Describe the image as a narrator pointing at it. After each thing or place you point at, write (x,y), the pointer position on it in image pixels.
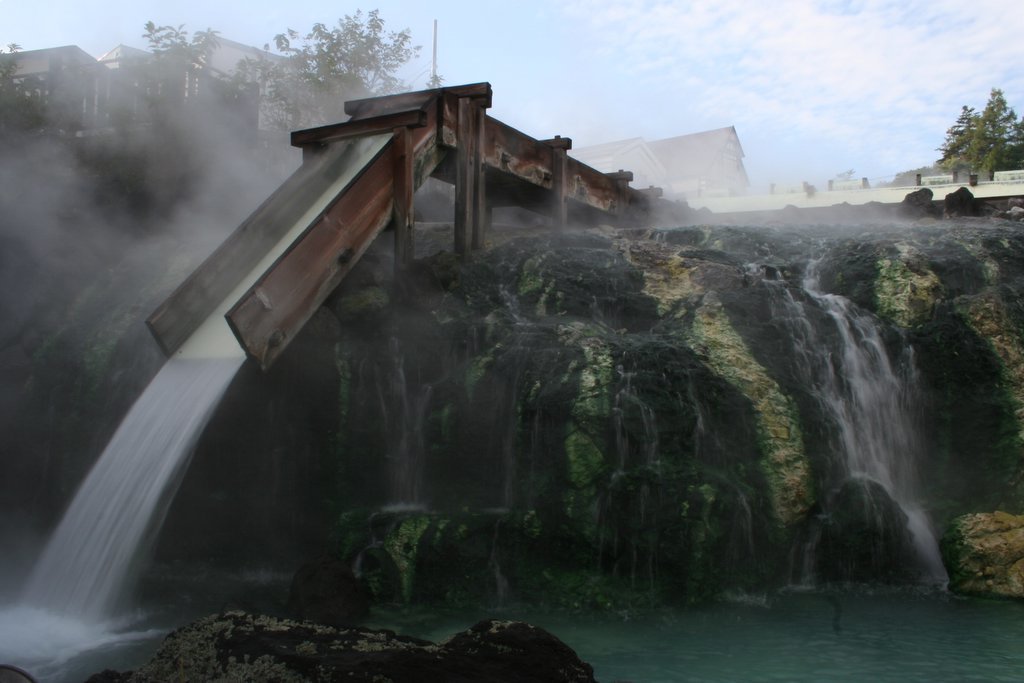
In this image I can see the water (785,640), a huge rock (621,271), a wooden bridge (542,155) and water (343,187) falling from the bridge (259,308). In the background (104,91) I can see few trees (993,166), few buildings (687,148) and the sky (694,75).
